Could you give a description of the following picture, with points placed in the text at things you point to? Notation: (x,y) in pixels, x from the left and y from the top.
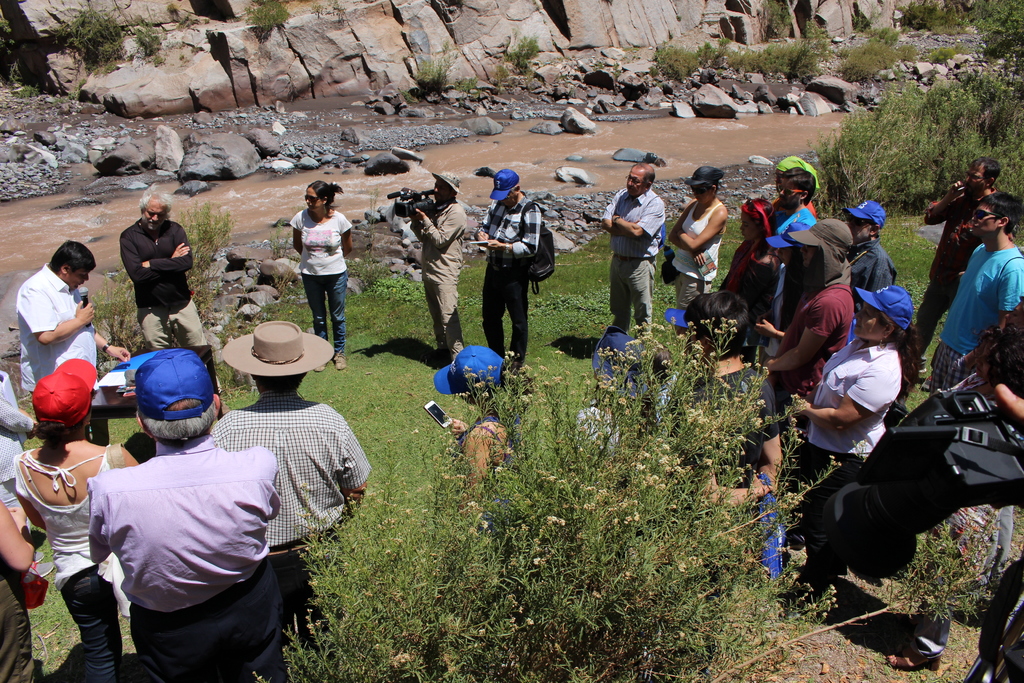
This is the man (83,332) standing and holding the mike (88,302). This looks like a table (119,400) with few objects (127,380) on it. I can see group of people (985,360) standing. This person (447,245) is holding a video recorder (403,195) in his hands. These are the trees (883,155) and small bushes (909,130). This looks like a river (122,204) with the water (480,141) flowing. I can see the rocks (179,169). I think this is the hill (240,35). Here is the grass (391,393).
